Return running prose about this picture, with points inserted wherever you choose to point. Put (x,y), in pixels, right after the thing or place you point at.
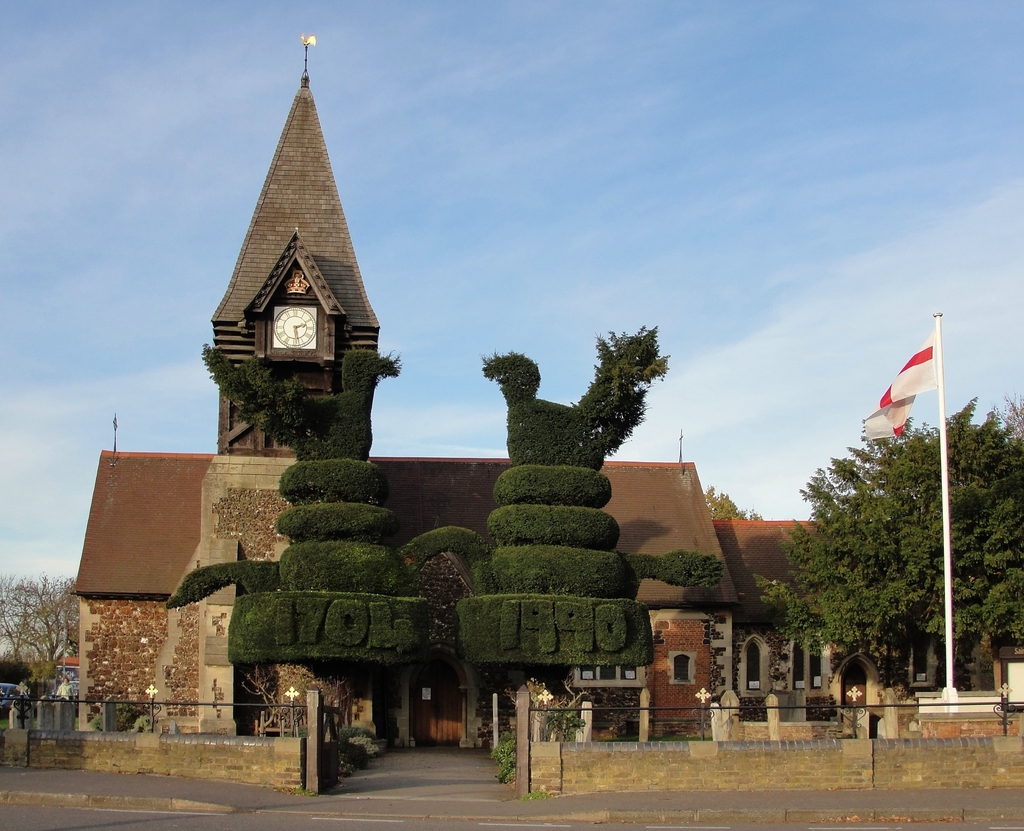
In this picture we can see the walls (998,724). There is greenery (961,550). We can see a flag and a tree (1009,560) on the right side (837,576). There is another tree (29,593) on the left side (41,658). We can see a building (629,474) and a clock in it. Sky (540,208) is blue in color.
